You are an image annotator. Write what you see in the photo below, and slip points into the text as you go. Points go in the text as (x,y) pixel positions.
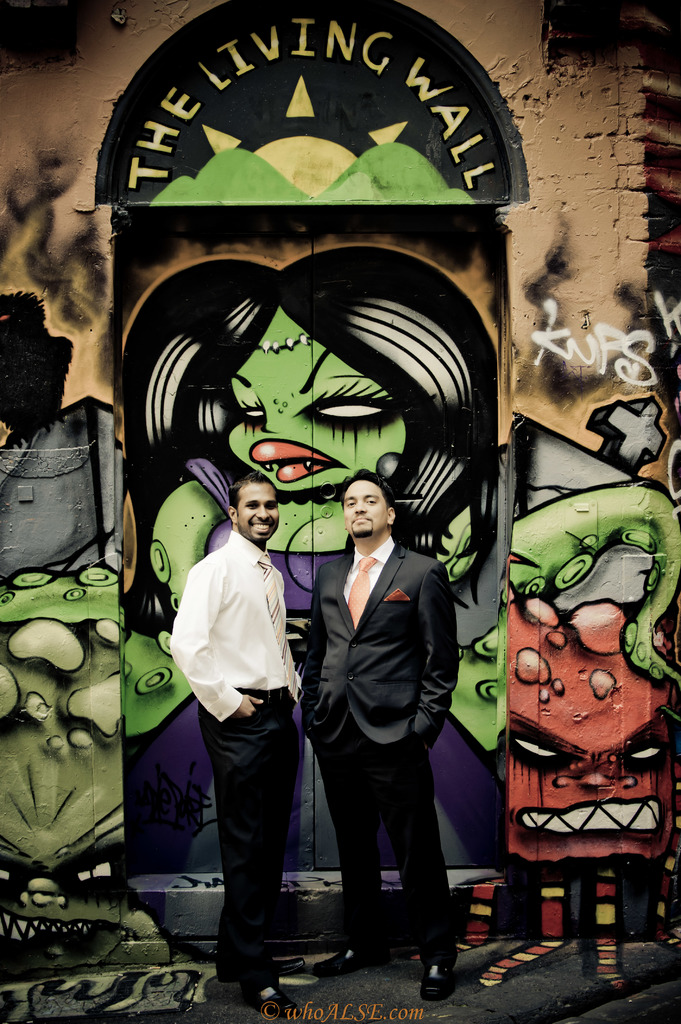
Here there are two men (310,639) standing on the floor (303,993). In the background (221,546) there is a wall (162,178) and door (248,345) and on them we can see drawings (394,530).
